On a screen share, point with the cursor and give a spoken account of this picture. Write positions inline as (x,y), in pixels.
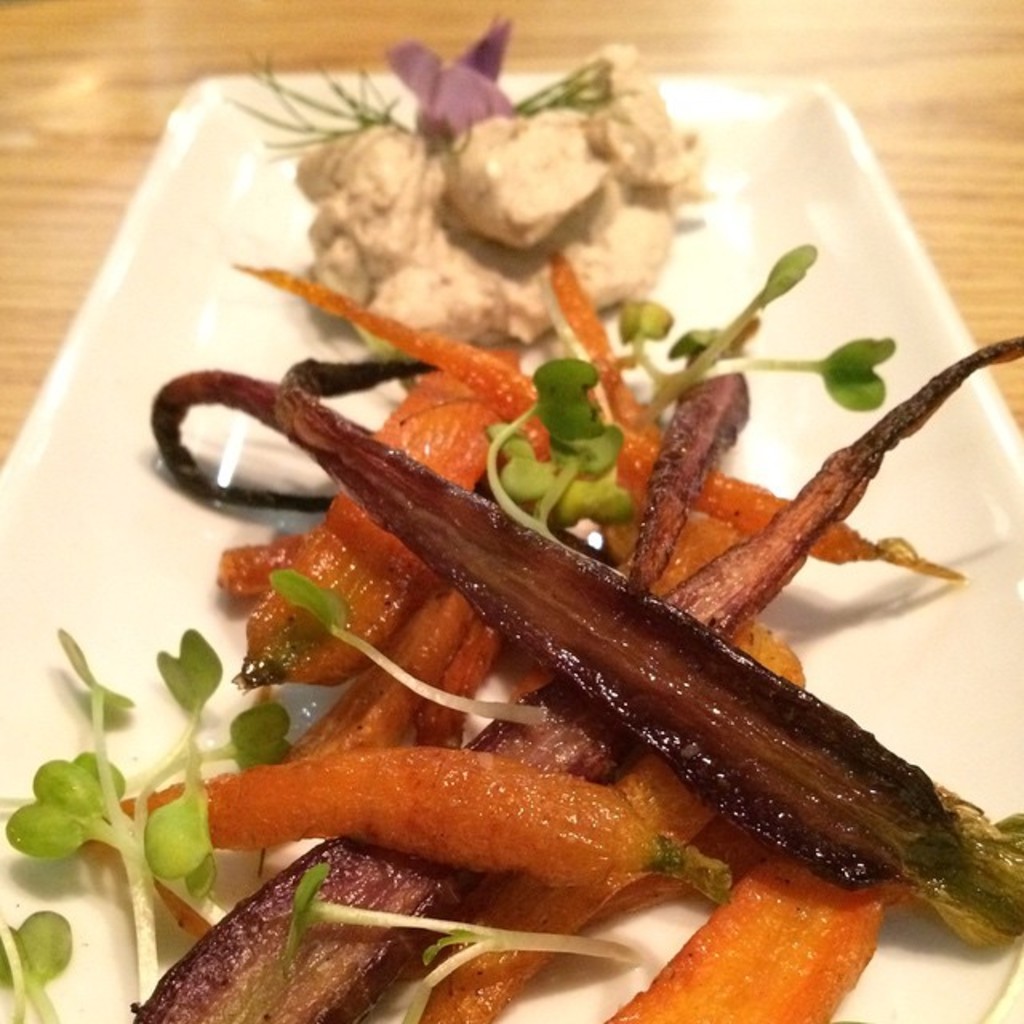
On a wooden surface (992,21) there is a white plate (261,135) which contains food items (467,653).
